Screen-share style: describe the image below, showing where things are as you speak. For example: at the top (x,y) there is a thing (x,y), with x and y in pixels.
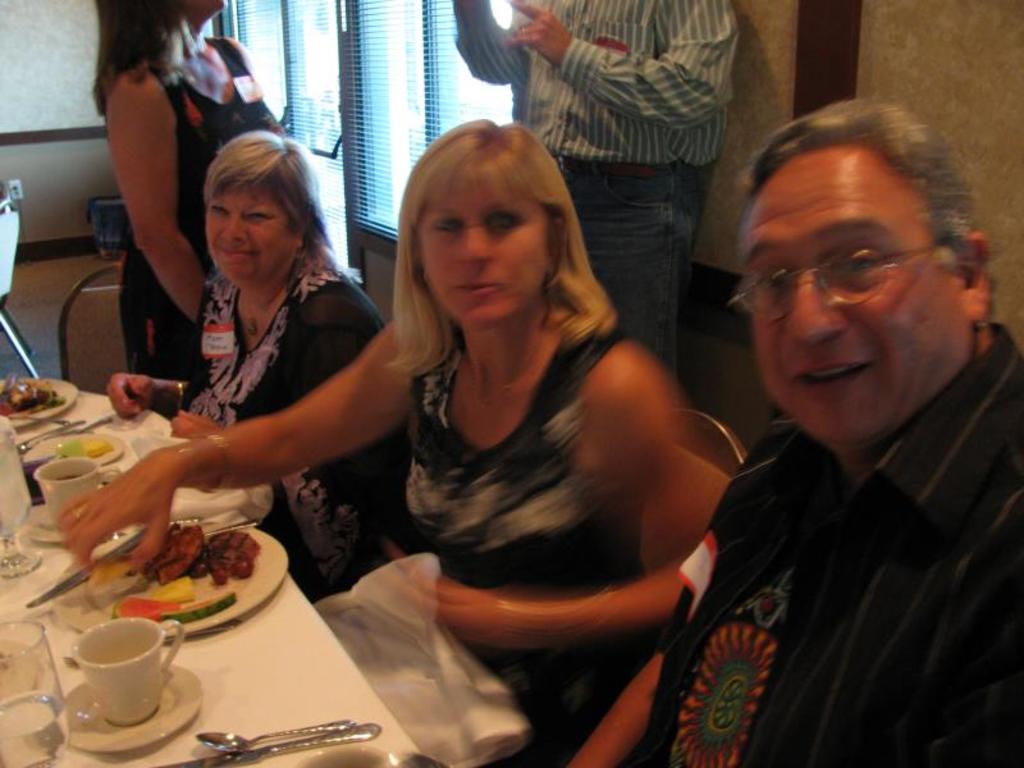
This image consist of five people (217,199). To the left (168,599), there is a dining table (266,632) on which there are plates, cups (93,478) and saucers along with food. To the right (945,620), the man (921,608) is wearing black shirt (857,662). To the left (251,418), the woman (158,153) is wearing black dress (180,131). In the background (339,108), there is a window (363,68). To the left (37,113), there is a wall (54,117).
